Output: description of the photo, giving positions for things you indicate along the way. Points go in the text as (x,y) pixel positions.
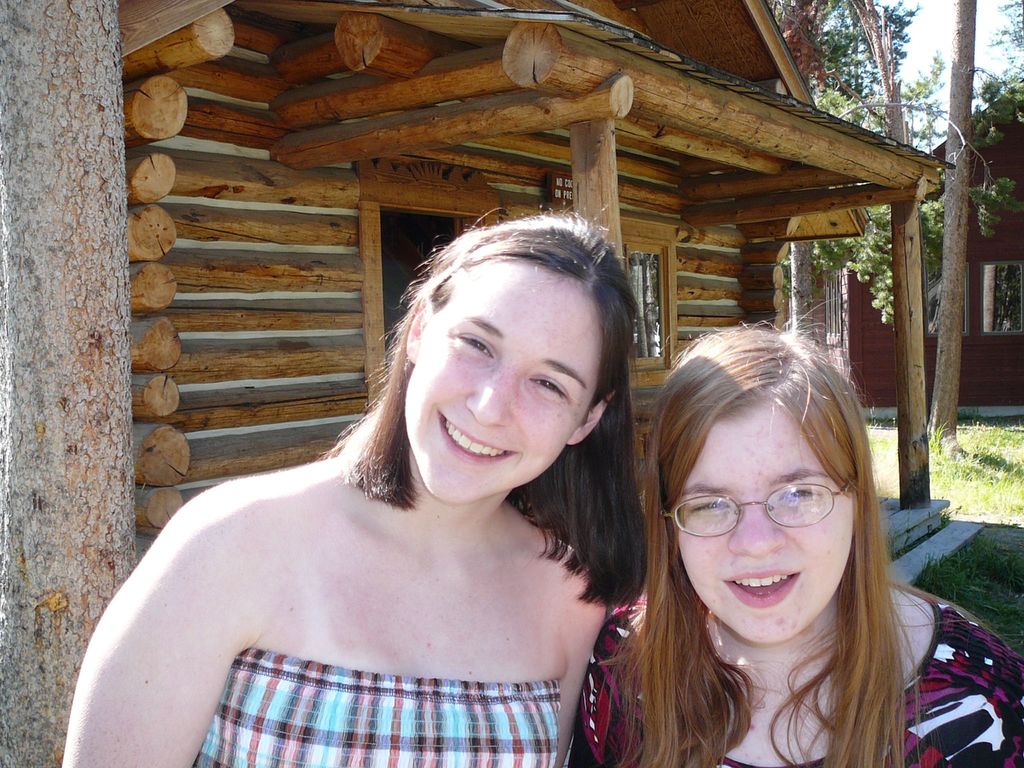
In this given image, We can see a trunk (86,241) of a tree (78,325), There is a small hut (182,260) which is built with wooden sticks (497,121) and we can see a few trees (956,181) towards right (985,291) and house (930,301), grass (992,457) after, We can see two people (775,546) standing.
